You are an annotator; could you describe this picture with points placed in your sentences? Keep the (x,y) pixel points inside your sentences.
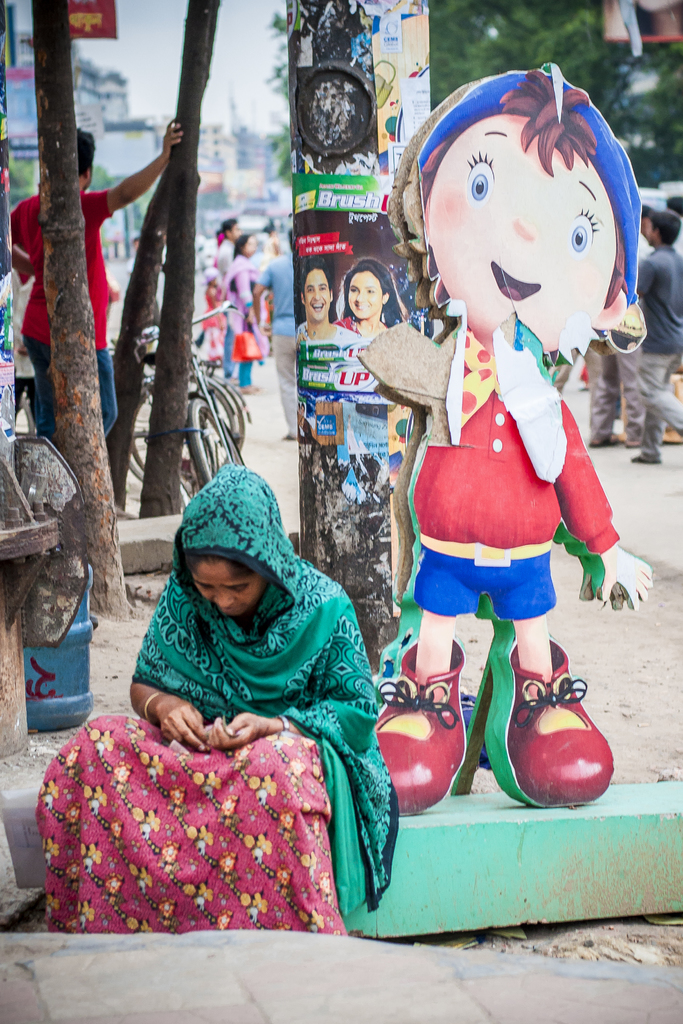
In this image there is a woman (276,782) sitting on the stone (415,862). The woman (308,664) is wearing the green color scarf (266,640). On the right side (460,537) there is a hoarding (466,454) of a man (462,432) near the pole (401,293). On the left side (181,226) there are trees (58,293). In the background (122,309) there is a road (678,465) on which there are few people (649,400) walking on it. Beside the woman (240,612) there is a water can (74,672) on the ground (96,664). There is a man (98,251) who is standing on the floor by keeping his hand (167,146) on the tree (197,133). There are buildings (258,156) in the background (256,137).
